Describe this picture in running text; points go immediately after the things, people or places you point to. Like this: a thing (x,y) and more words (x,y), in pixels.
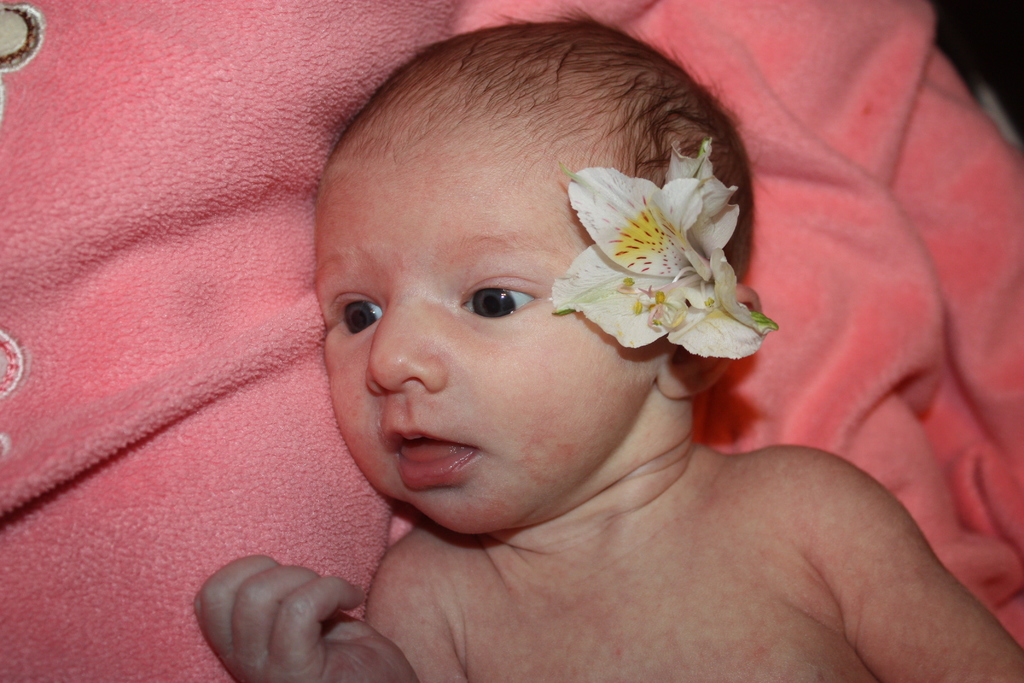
In this picture we can see baby (501,359) which is lying on the bed (864,283). On the bed (976,220) we can see bed sheet (960,286). In the center (627,318) we can see flower (712,234) which is kept on the ear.
